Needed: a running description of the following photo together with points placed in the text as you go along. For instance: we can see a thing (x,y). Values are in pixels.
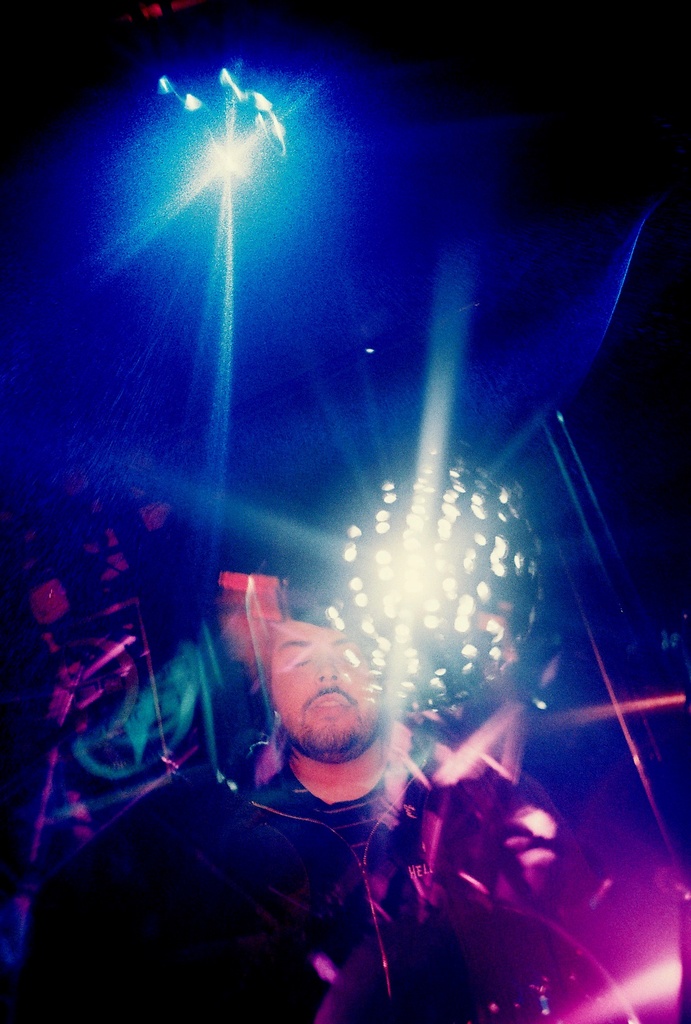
In this picture we can see a person (304,759). There are a few colorful lights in the background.
